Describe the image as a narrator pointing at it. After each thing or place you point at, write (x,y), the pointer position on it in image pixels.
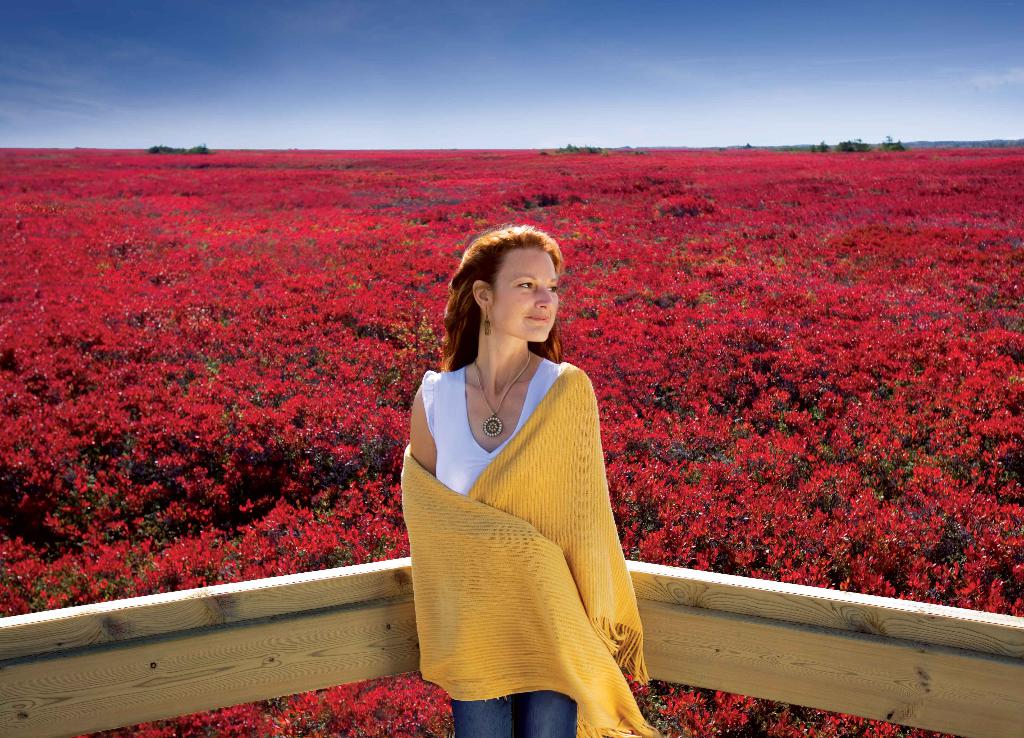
This image is taken outdoors. At the top of the image (342,68) there is the sky (746,73) with clouds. In the background (755,265) there are many plants (181,506) with many red flowers (245,576). In the middle of the image of a woman (490,428) is standing and she with a smiling face (518,255). She has worn a scarf (488,539) and there is a wooden fence (743,655).
